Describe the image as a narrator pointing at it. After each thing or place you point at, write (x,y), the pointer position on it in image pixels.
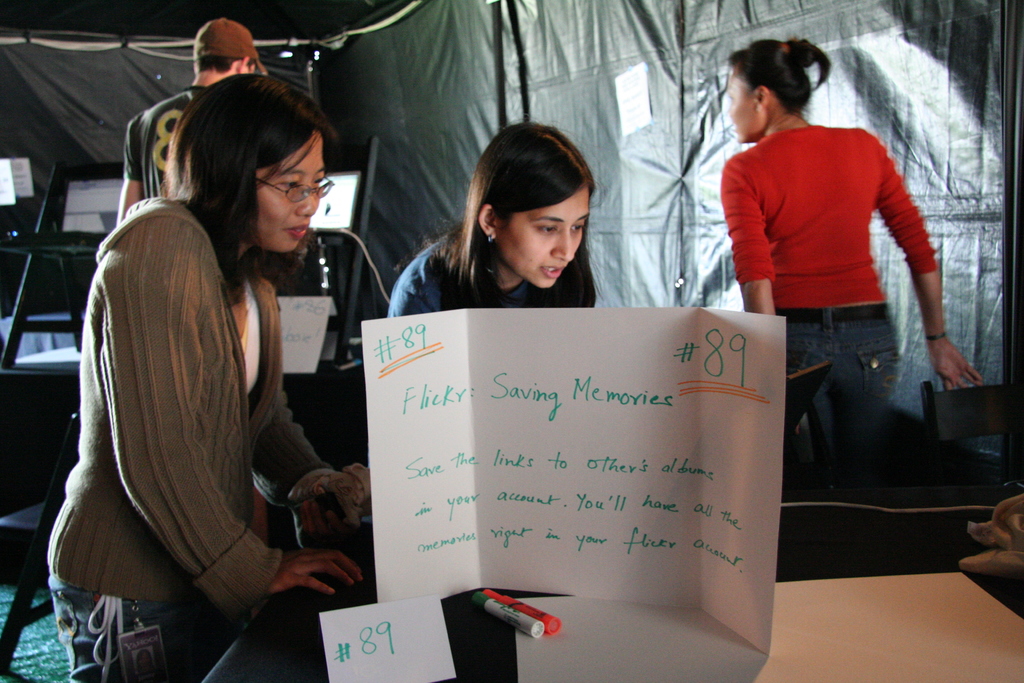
In the picture we can see two women (565,223) are standing near the table (279,622) where markers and a paper chart (635,495) on which we can see some text (449,514) is written are placed. Here we can see another woman (758,203) wearing red color T-shirt (814,296) is walking on the floor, we can see chairs (969,408), we can see a person (141,188) and we can see some objects (36,356) inside the tent (51,54).
